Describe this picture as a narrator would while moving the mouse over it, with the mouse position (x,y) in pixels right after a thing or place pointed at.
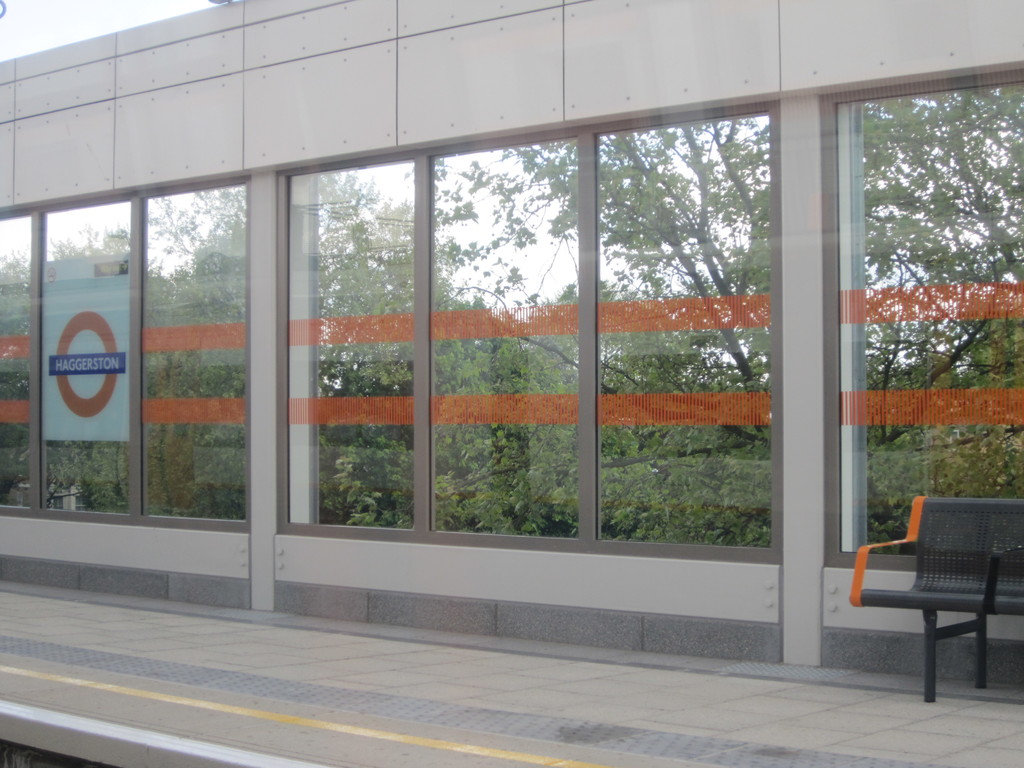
In this picture we can see the walls (165,308) of a building (247,436) made of glass (350,377), outside which we have a walking path (709,705) and a bench (957,626).
